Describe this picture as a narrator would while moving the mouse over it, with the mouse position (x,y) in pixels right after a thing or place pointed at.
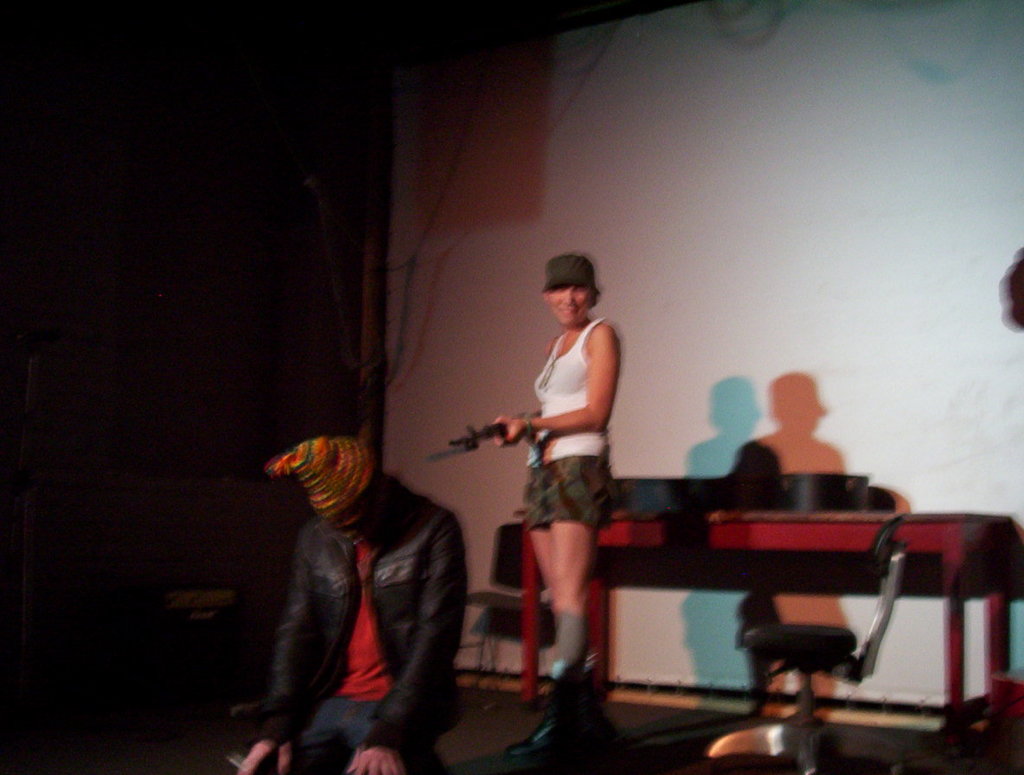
In this image in front (566,463) there are two people (548,538). Behind them there is a table (782,538) and on top of the table (699,519) there is an object (694,501). In front of the table (841,521) there is a chair (837,636). Behind the table (965,546) there is a wall (635,129). At the bottom of the image (669,722) there is a floor (652,734).
